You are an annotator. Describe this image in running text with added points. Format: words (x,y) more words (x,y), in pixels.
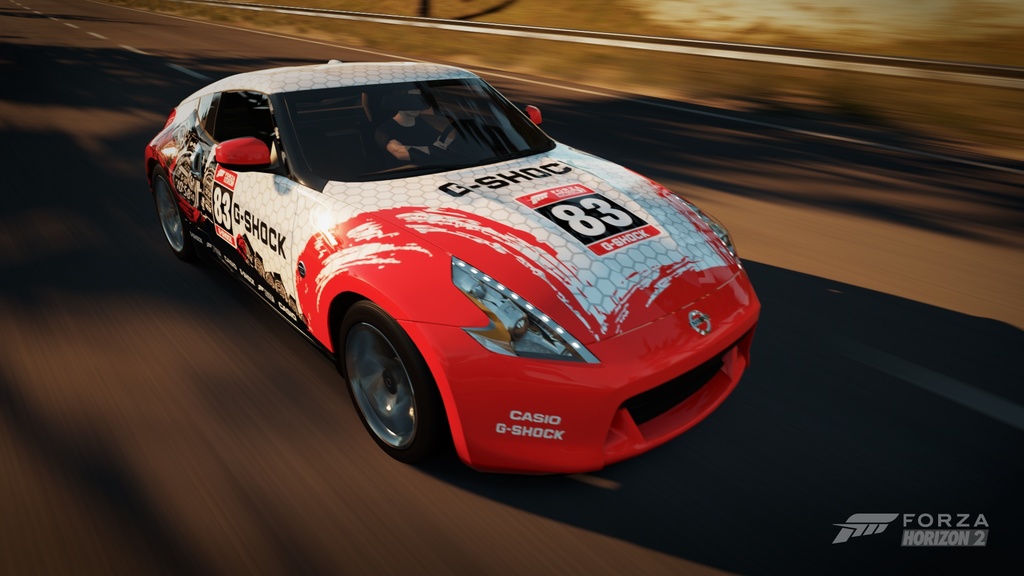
In this image we can see a person (440,145) sitting inside a car (534,321) placed on the road (360,475). In the background (551,28), we can see a metal barrier (436,21). In the bottom (937,536) we can see some text (953,536).
